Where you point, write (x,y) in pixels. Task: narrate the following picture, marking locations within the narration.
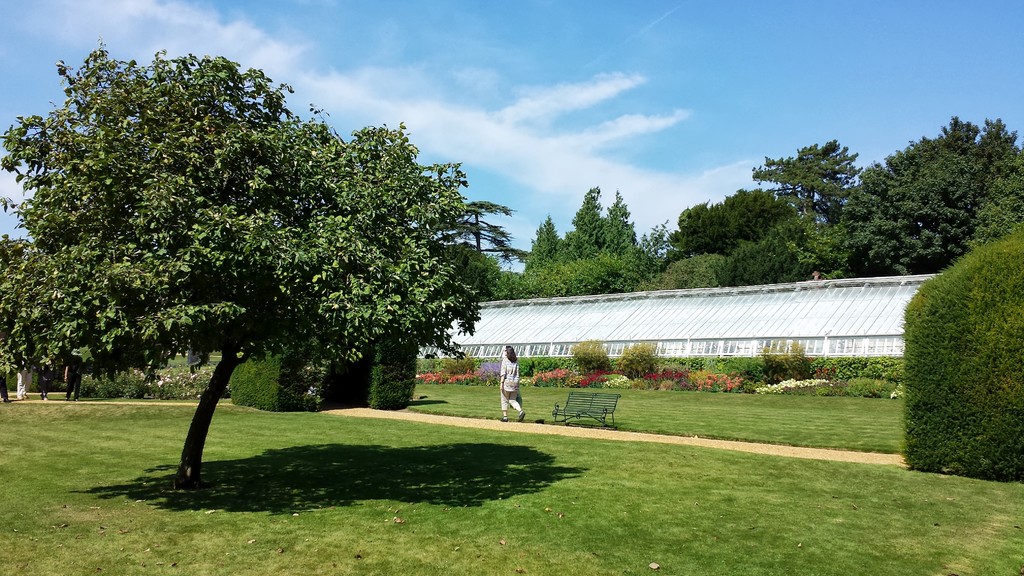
This image is taken outdoors. At the top of the image (640,82) there is the sky (595,69) with clouds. At the bottom of the image (165,492) there is a ground (411,483) with grass (476,469) on it. In the middle of the image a woman (513,375) is walking on the ground (586,439) and there is an empty bench (554,413). There is a wall (709,323) and there are a few plants (703,362) on the ground (490,403). On the left side of the image (149,325) there is a tree (219,373) and there are a few plants (313,392). A few people (76,374) are walking on the ground (115,488). In the background (669,237) there are many trees (876,232).
